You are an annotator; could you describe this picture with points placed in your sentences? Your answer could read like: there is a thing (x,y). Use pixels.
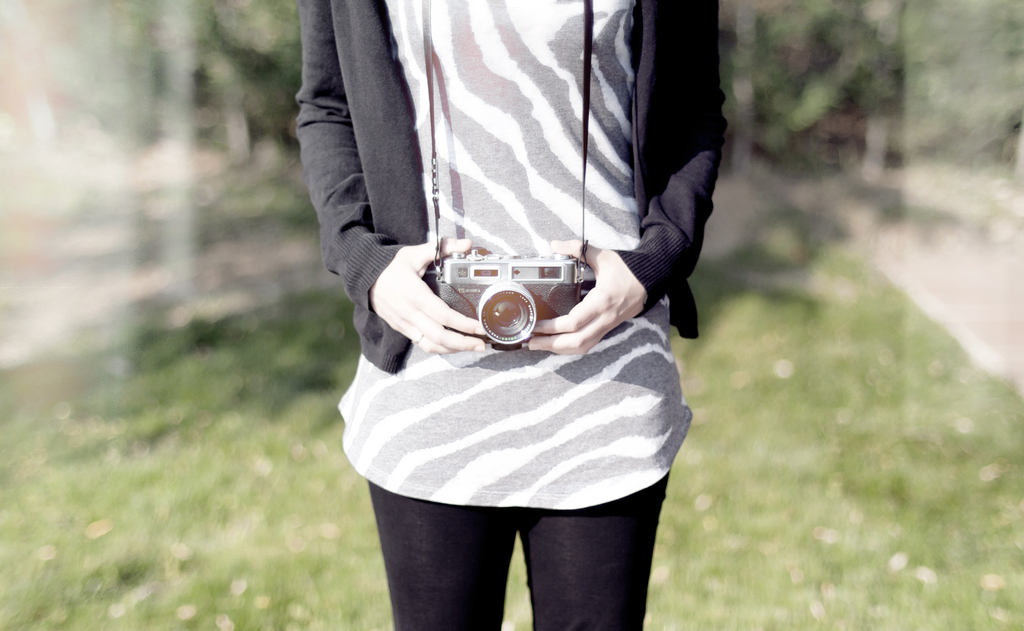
In this image I can see a person (436,404) holding the camera (485,319). At the back (795,295) the image is blur.
